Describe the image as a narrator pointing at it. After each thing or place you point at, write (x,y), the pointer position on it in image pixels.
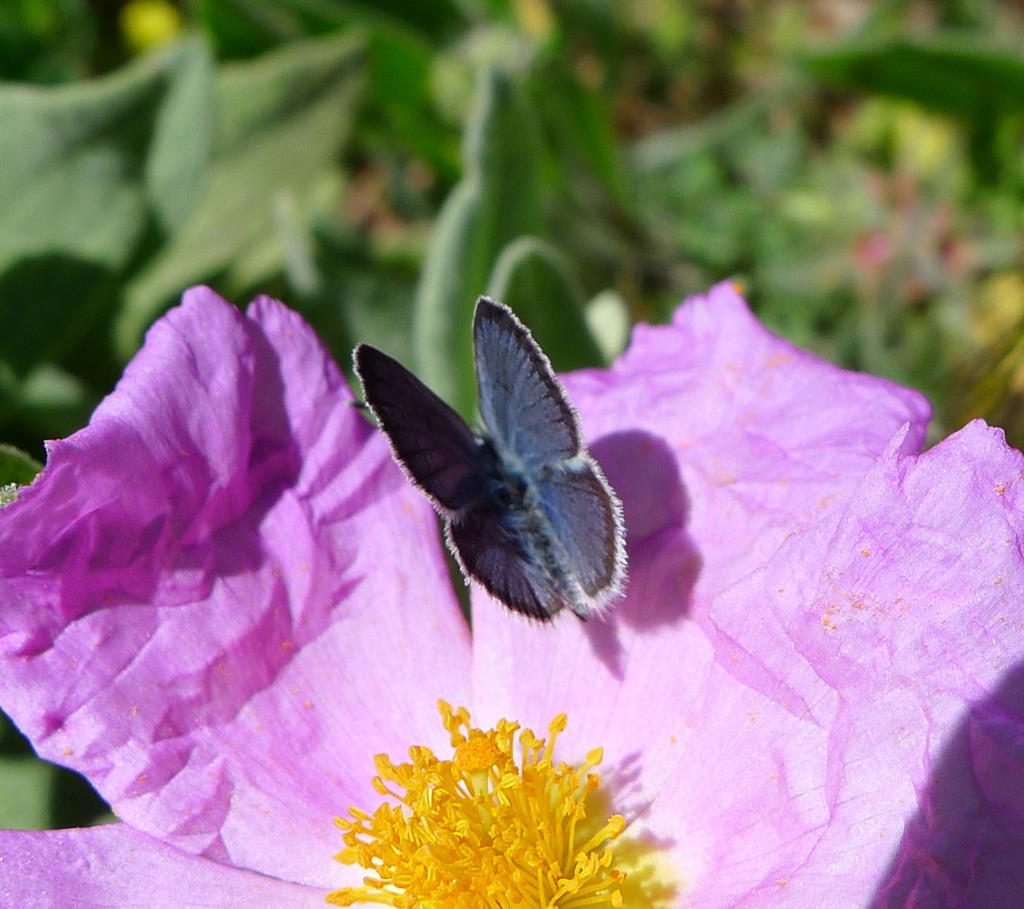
In this image there is a violet colour flower (499,739) having a butterfly (489,529) on the petal (614,685). Behind it there are few plants (523,249) having leaves (543,219).
